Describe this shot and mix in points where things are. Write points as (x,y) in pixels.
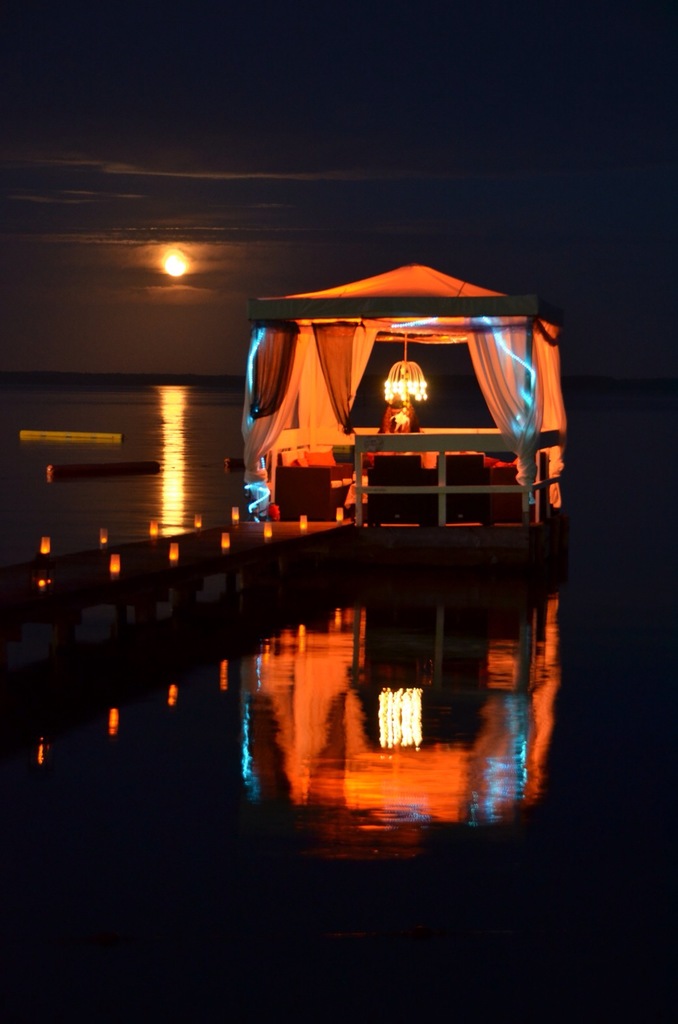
In this image we can see water (366,704). There is a deck (303,530) with lights (200,518). There is railing (545,438). Also there is a shed (310,428) with curtains (495,383). And there is a chandelier (402,365) and light decoration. In the background (245,232) there is sky (252,216).
